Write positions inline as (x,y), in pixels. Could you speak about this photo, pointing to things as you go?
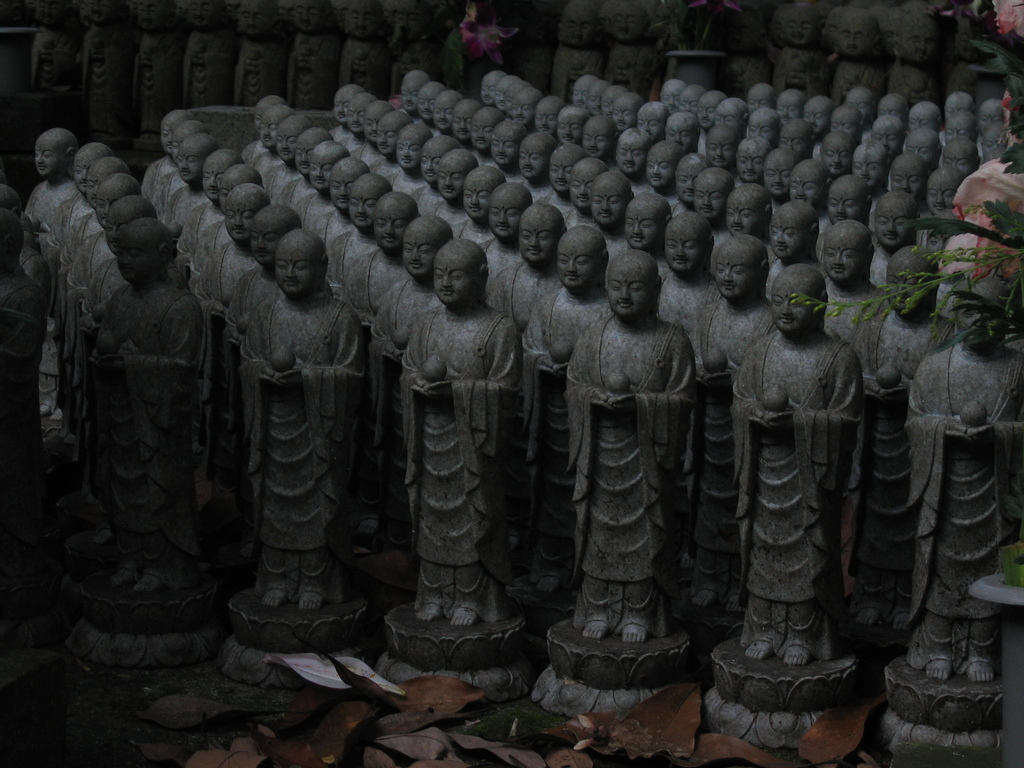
In the image we can see some statues (937,151). On the right side of the image (1022,26) there is a plant (973,2). At the bottom of the image (633,736) there are some leaves (304,699).
